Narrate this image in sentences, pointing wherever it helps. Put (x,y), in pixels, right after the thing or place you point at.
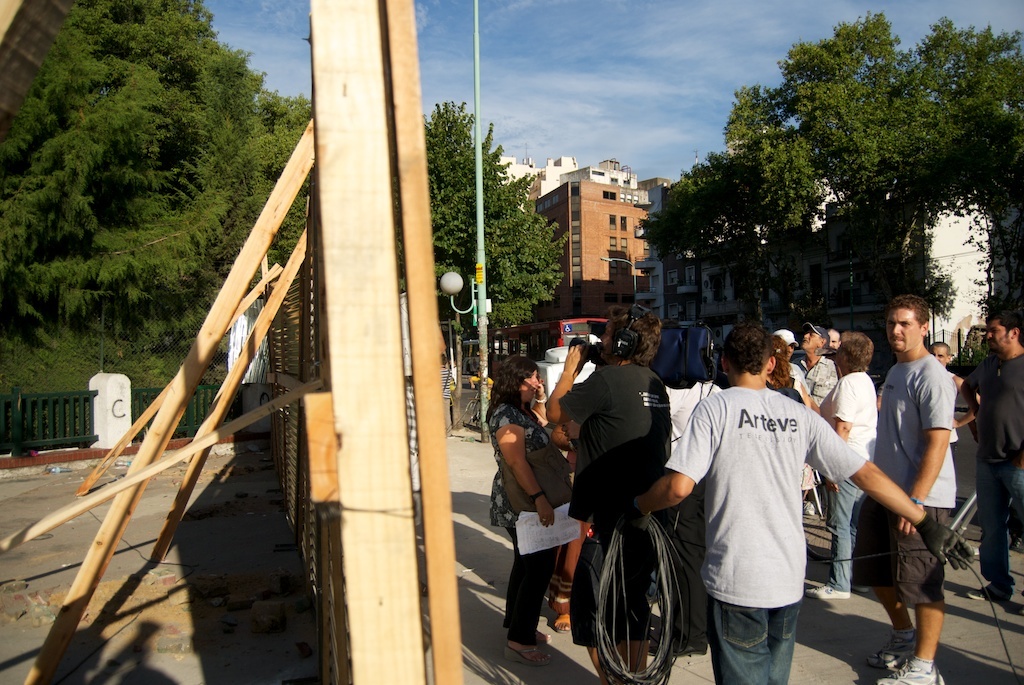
In the picture I can see wooden board (344,409), fence (204,414), trees (228,124) on the left side of the image (158,24), here I can see people (730,394) standing on the road (490,601), I can see a vehicle (567,328), I can see light poles (484,370), buildings (715,297) and the blue color sky (449,43) with clouds (691,64) in the background (544,156).
